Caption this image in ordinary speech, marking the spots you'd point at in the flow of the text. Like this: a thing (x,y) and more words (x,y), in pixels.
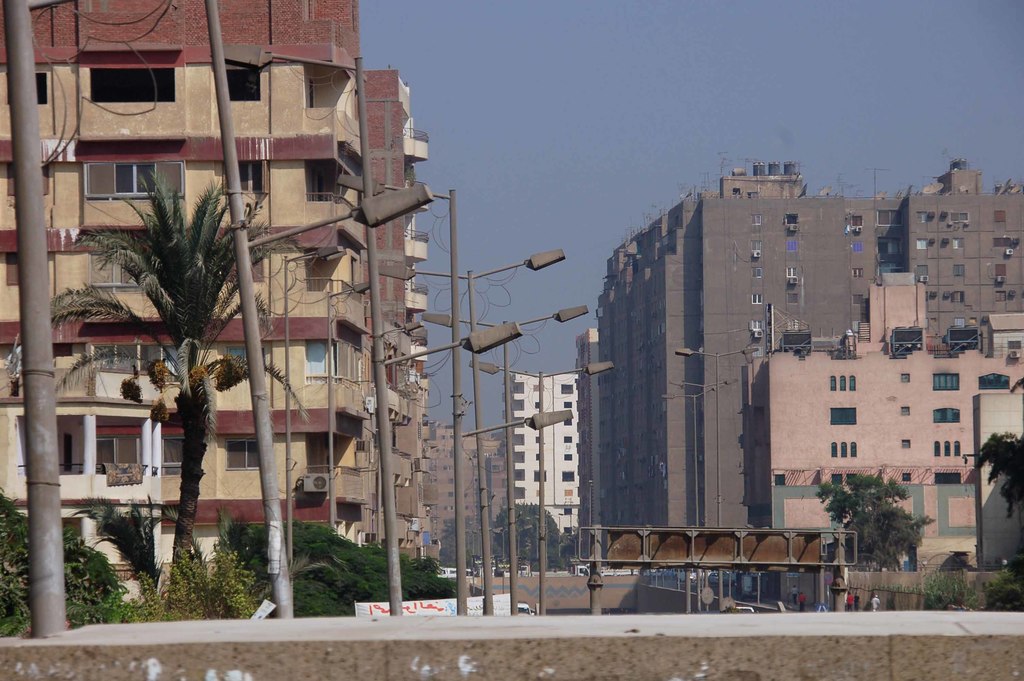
This picture is clicked in the city (657,555). On the left side of the picture (186,350), we see poles (456,479), street lights (480,395), trees (189,452) and buildings (285,504). At the bottom of the picture (265,524), we see the poles (280,519). On the right side (1015,454), we see trees (881,501) and buildings (835,433). There are buildings (572,426) and trees (518,522) in the background (577,496). At the top of the picture (599,102), we see the sky (524,83).
